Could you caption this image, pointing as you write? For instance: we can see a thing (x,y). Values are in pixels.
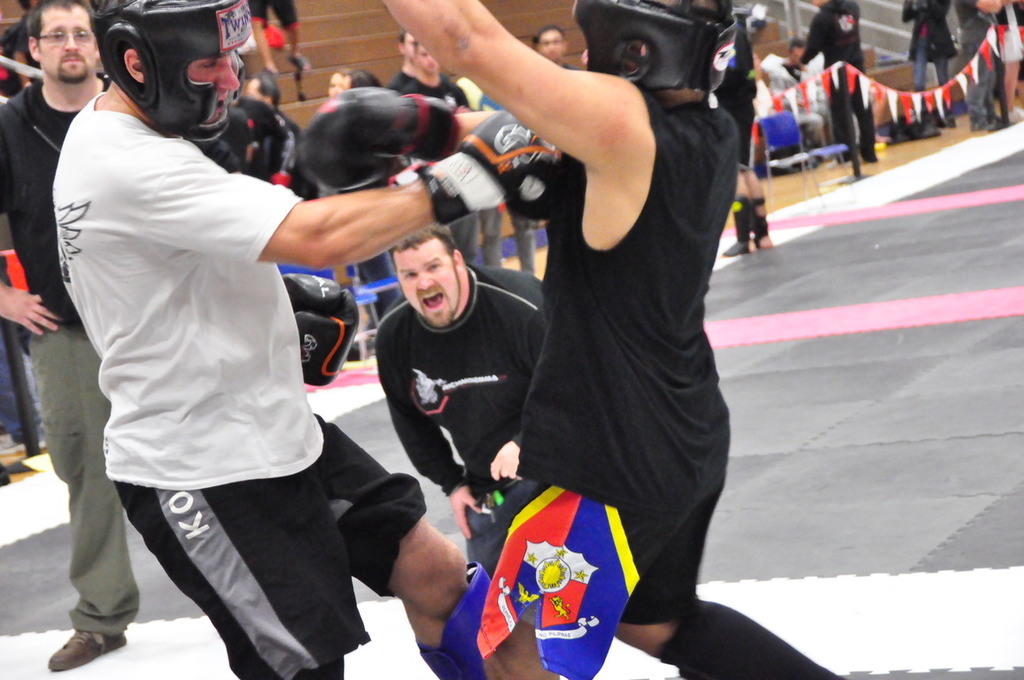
In this image I can see two people (186,348) with the helmets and boxing gloves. To the side of these people (260,339) I can see many people (552,35) standing and wearing the different color dresses (860,113). In the background (355,57) I can see the stairs (355,57) and the decorative papers (876,101) which are in red and white color.
